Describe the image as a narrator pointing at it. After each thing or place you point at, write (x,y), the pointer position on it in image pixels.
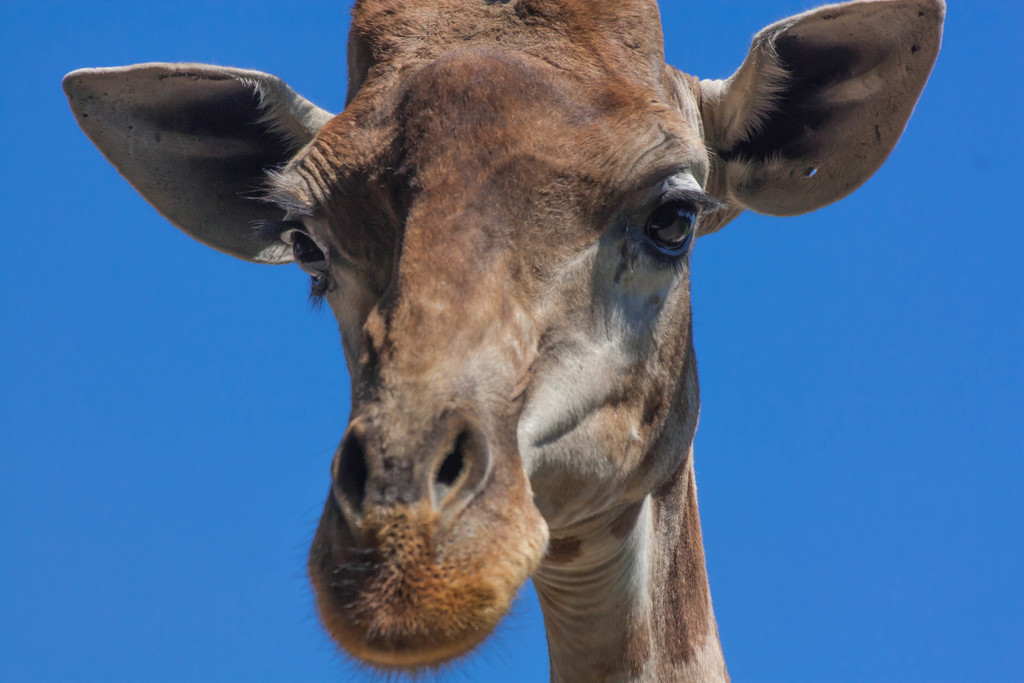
This is the zoom-in picture of giraffe face (469,75). Behind the giraffe (369,545) sky (122,395) is there.
